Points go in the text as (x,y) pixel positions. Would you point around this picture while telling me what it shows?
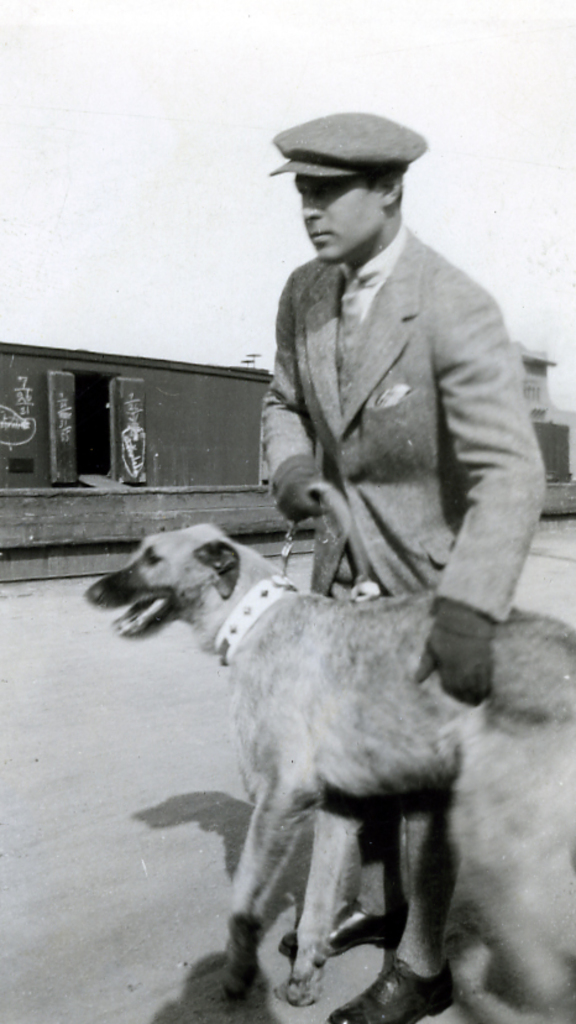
This is black and white picture. He is in suit (386,369) and he wear a cap (358,133). He is holding a dog (346,871) with his hand (451,684). And this is road (163,844).
